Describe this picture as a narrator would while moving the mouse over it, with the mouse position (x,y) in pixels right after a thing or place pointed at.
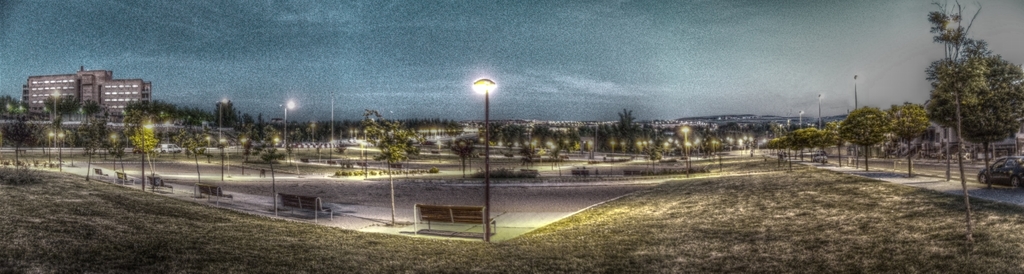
In this image, we can see trees (853,135), lights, poles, benches (428,221), vehicles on the road (941,169) and we can see buildings (93,82). At the top (541,41), there is sky (673,51) and at the bottom (710,229), there is ground (770,228).
